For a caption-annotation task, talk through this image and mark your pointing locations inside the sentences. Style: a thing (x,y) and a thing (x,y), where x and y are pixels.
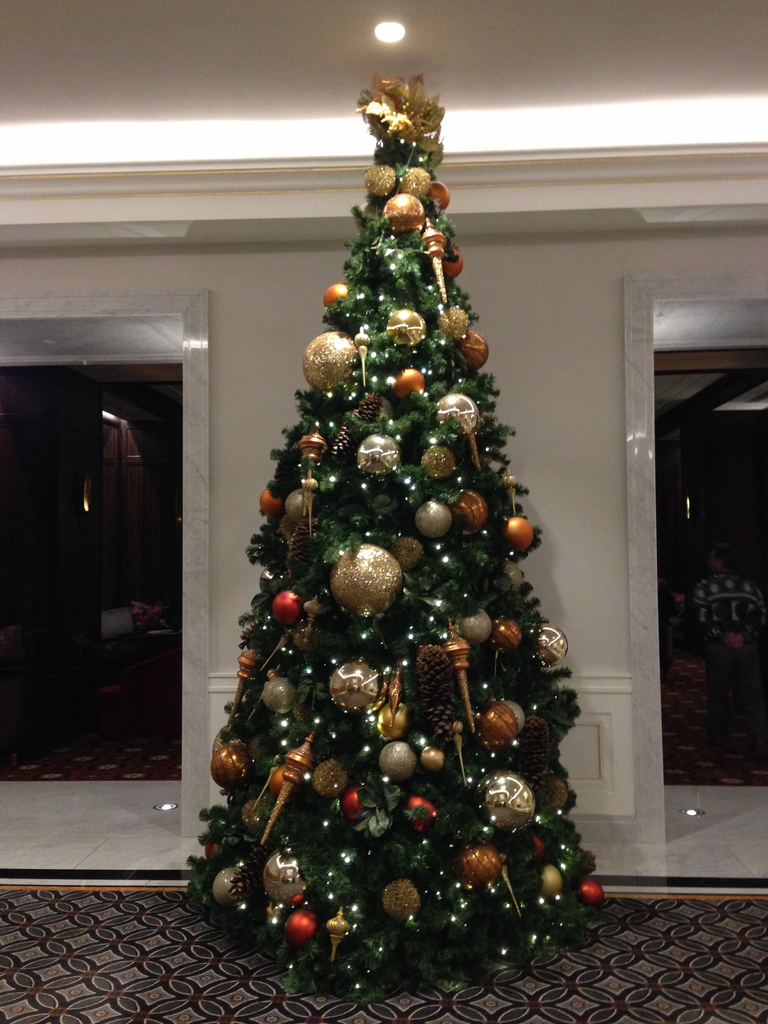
In this image I can see the floor (154,952), a Christmas tree (387,825) which is green in color, few decorative items (376,575) which are gold, orange and red in color to the tree (416,576). In the background (276,331) I can see the wall (259,351), the ceiling (154,83) and few lights (749,136) to the ceiling (697,112).
